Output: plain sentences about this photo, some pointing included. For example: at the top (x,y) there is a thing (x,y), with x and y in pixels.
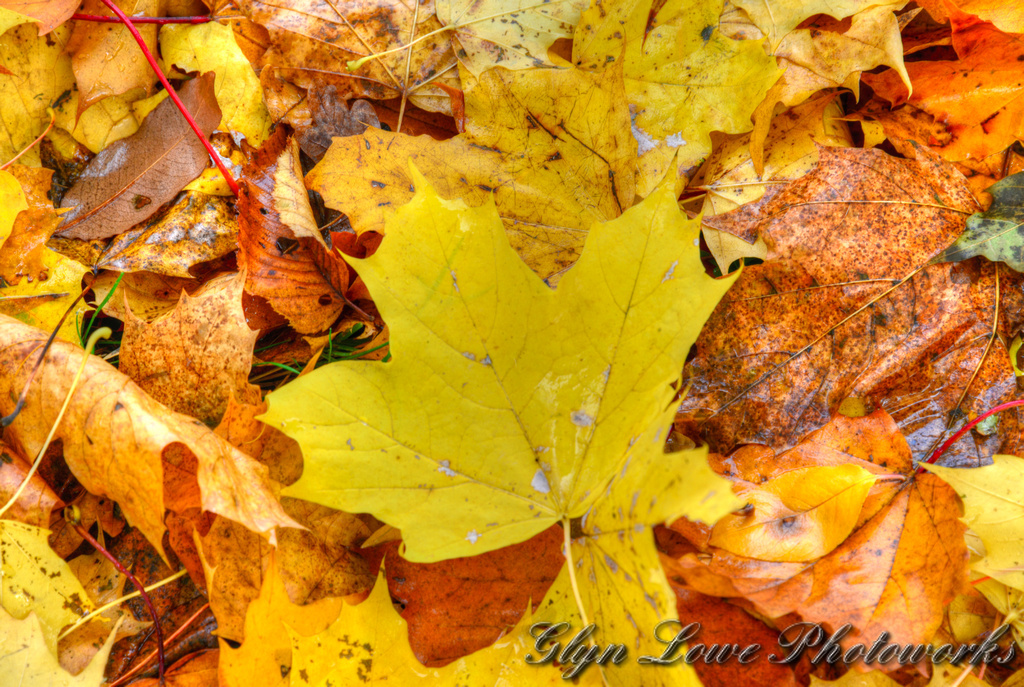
In this image we can see some leaves (643,415), also we can see some text (576,650).
